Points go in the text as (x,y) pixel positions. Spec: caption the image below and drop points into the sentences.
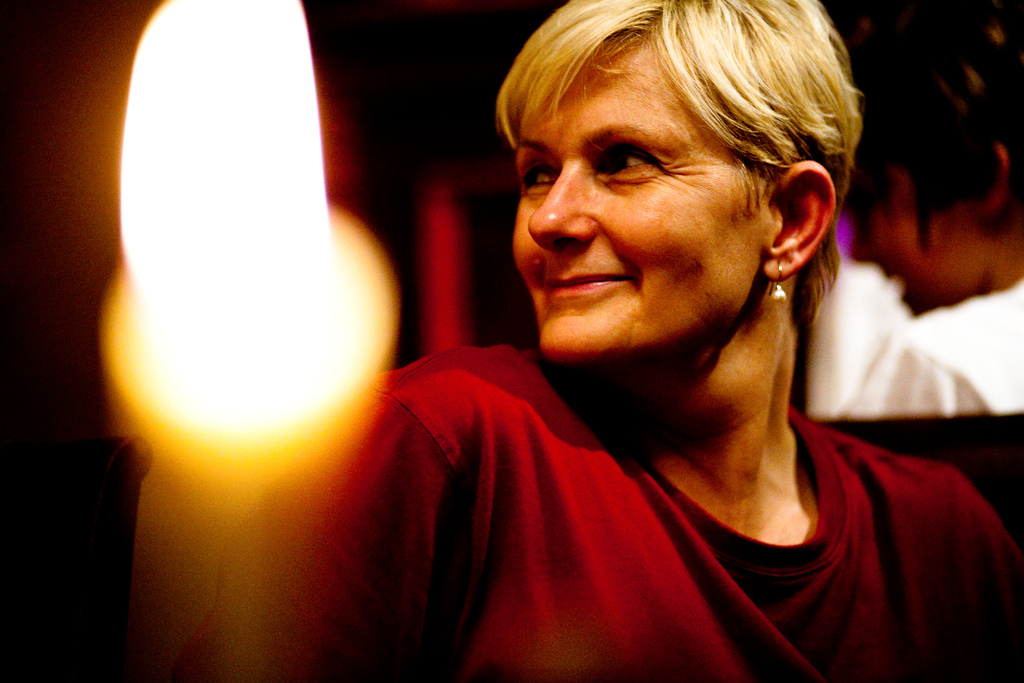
In the image we can see the close up image of the woman (807,496) on the right side of the image (755,503), she is wearing clothes (674,520), earrings (782,296) and she is smiling. Behind her there is another person (971,256) wearing clothes (972,308). Here we can see the flame (246,171) and the background (66,114) is dark.
